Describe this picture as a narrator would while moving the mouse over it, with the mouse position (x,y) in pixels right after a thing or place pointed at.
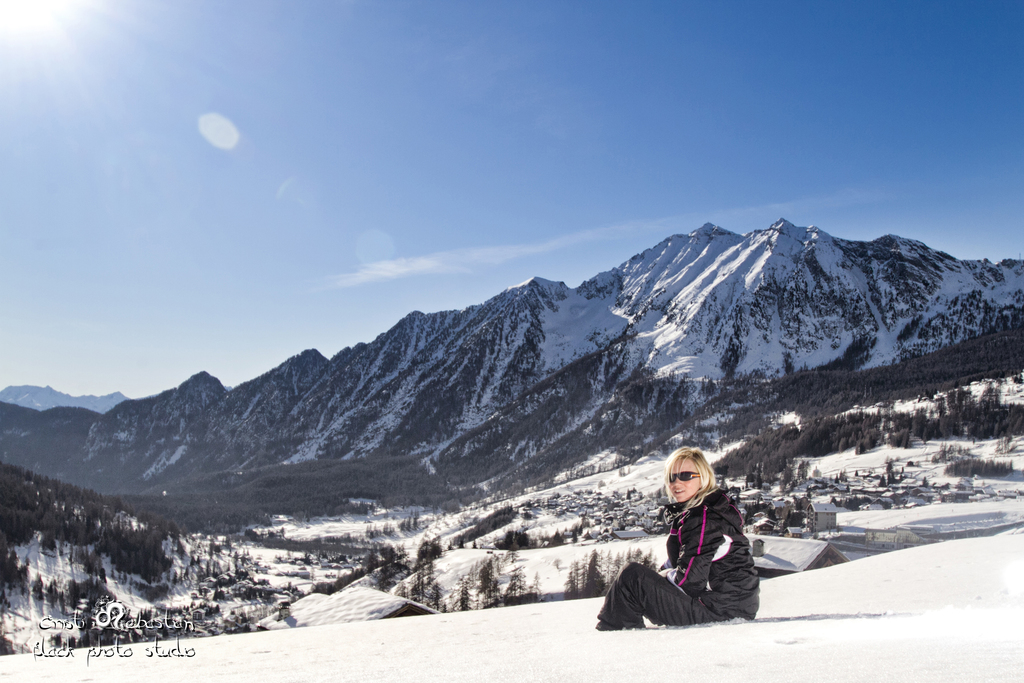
In this image I can see ground (461,669) full of snow (781,553) and in the front (689,551) I can see one woman (633,575) is sitting on the ground (624,675). I can see she is wearing black colour dress (710,555) and black shades (674,477). In the background (17,581) I can see number of trees (978,346), few buildings (387,615), mountains (660,371) and the sky (358,310). On the top left corner of this image (55,9) I can see the sun (26,18) and on the bottom left side (58,630) I can see a watermark (43,626).
